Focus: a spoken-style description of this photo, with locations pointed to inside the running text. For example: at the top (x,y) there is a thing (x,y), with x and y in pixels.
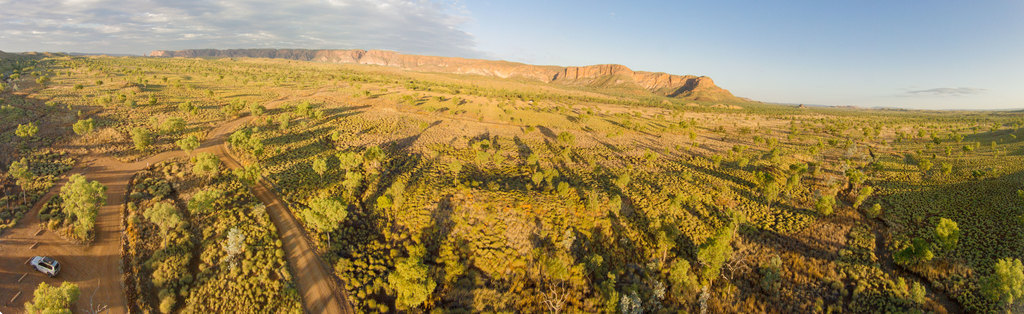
In this image, I can see the trees (168,232), plants (934,191) and hills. In the background (338,47), there is the sky (677,27). At the bottom left side of the image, there is a vehicle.
